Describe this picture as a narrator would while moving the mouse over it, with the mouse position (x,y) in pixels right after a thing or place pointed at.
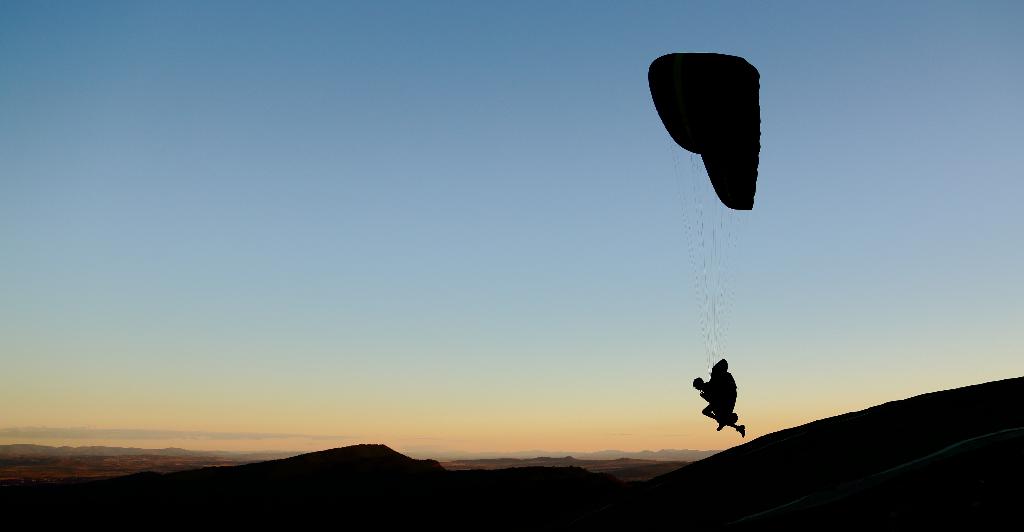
In this picture I can observe a parachute (727,140) on the right side (708,141). There are some hills (416,470) on the bottom of the picture (434,482). In the background (420,279) there is sky (322,230).
